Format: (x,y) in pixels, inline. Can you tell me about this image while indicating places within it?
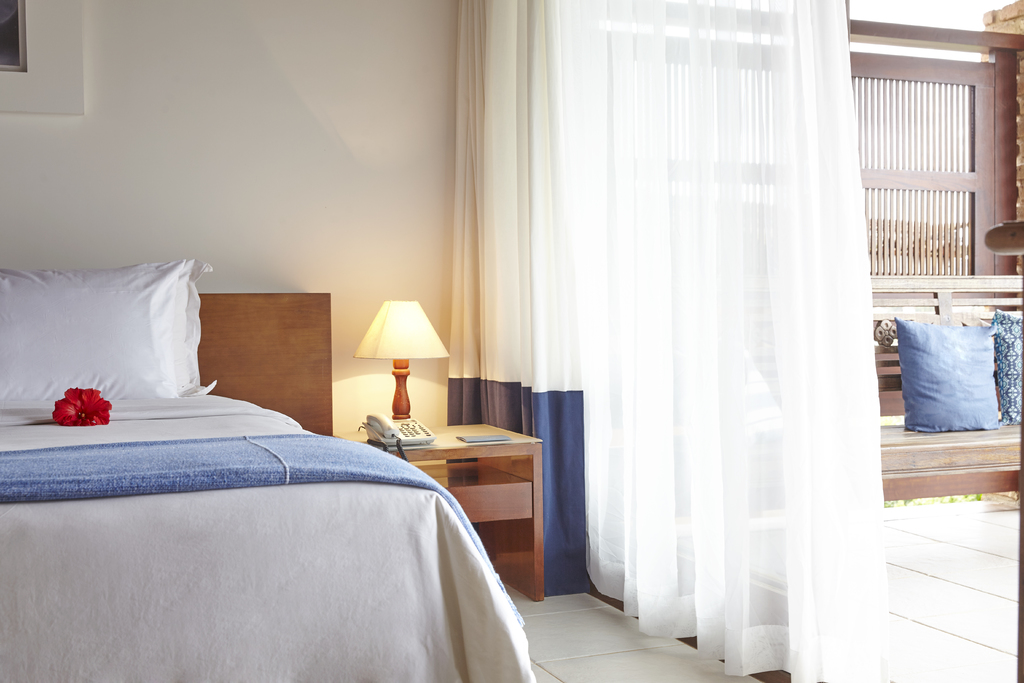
There is a white bed (126,430) which has a red flower (90,405) on it and there is a table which has a telephone (417,421) and a lamp (430,344) on it and there is a white curtain (636,280) beside the table (469,427).
